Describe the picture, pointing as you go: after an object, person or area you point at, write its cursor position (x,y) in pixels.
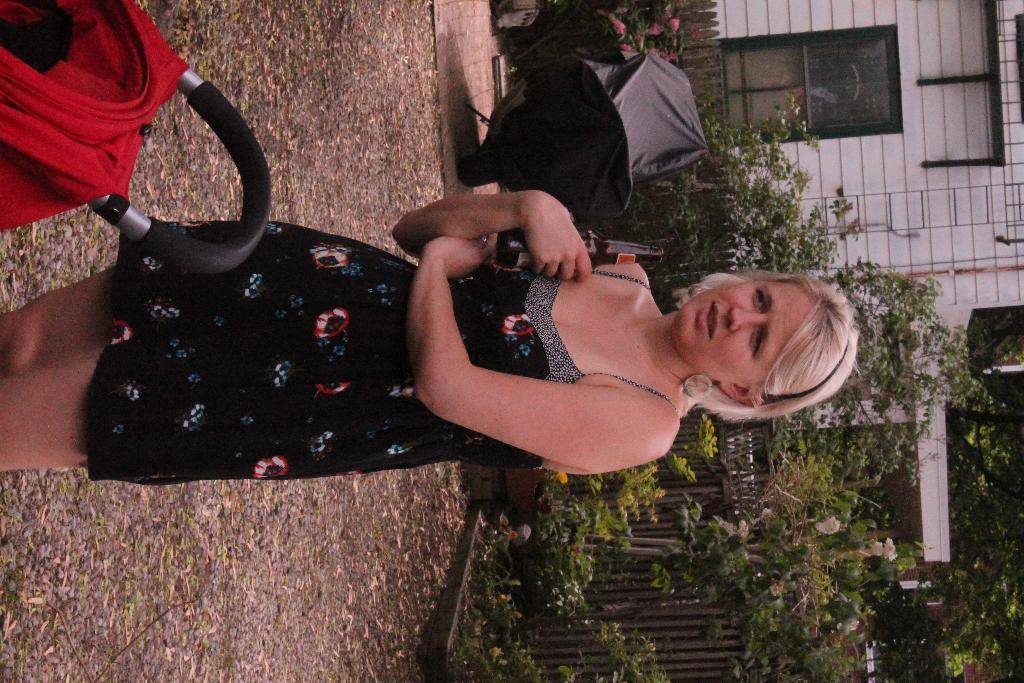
In this picture in the front (379,338) there is a woman (514,308) standing and holding a bottle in her hand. On the right side (777,251) there are plants (813,467), trees (979,598) and there is a wooden fence (662,555) and there is a house (871,168). In the center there is an object (606,125) which is black in colour. On the left side (67,88) there is a trolley (73,107) which is red in colour and there is a black colour handle (246,222) on the trolley (193,79).
